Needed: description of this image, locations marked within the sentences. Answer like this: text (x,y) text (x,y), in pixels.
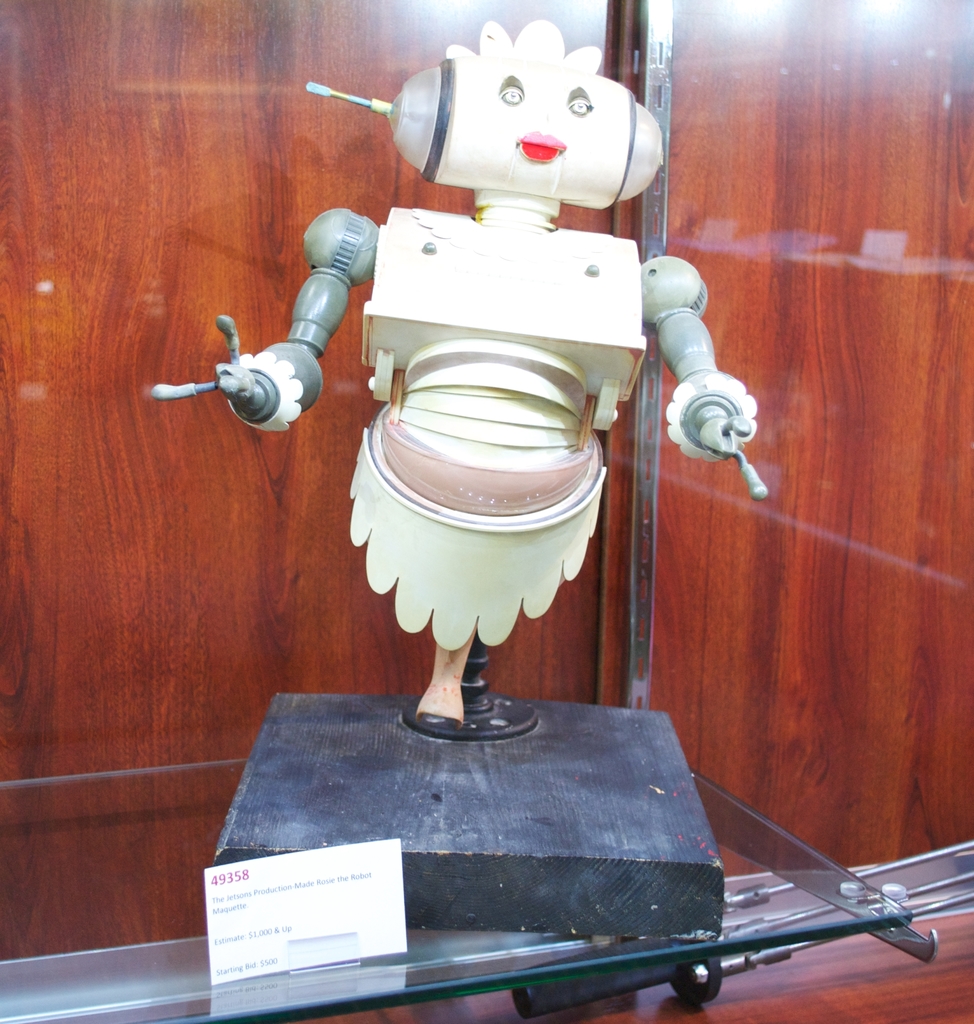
In this image there is a robot (520,190), glass cupboard (727,894), information card (393,874) and wooden wall (168,176).
